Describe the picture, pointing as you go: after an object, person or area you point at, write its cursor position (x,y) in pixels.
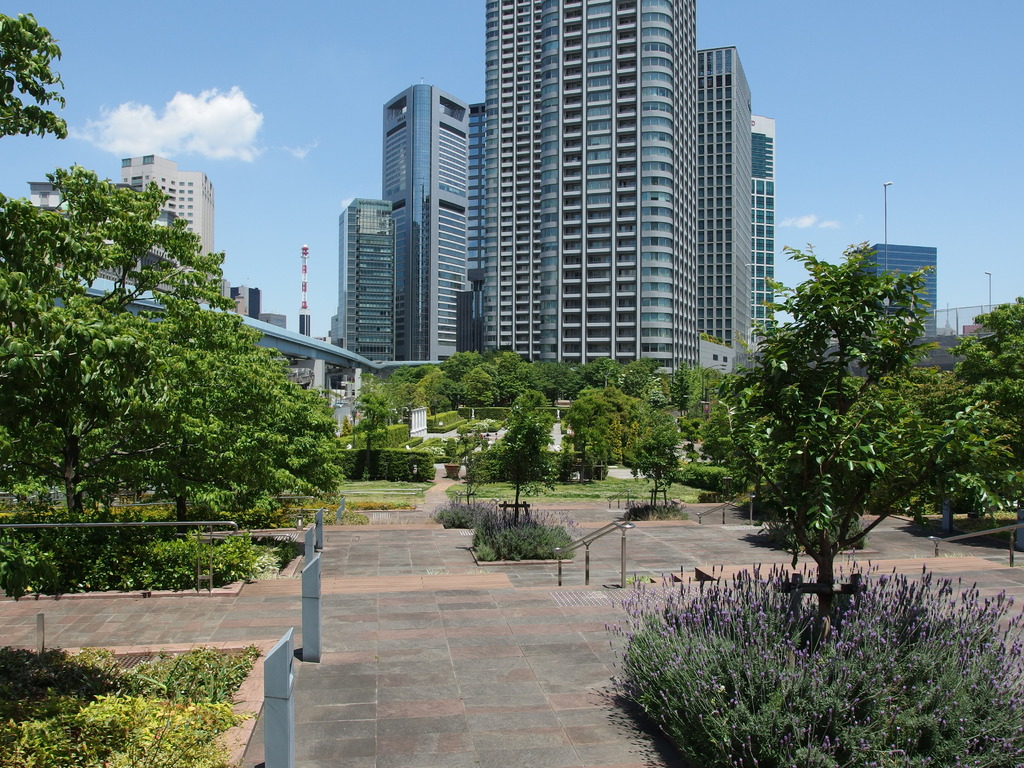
In this picture I can see many buildings (429,140), trees (959,390), plants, poles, fencing (971,334) and grass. On the left (340,362) I can see the bridge (437,363). In the background (305,285) I can see the tower (305,269) and poles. In the top (391,23) I can see the sky (299,44) and clouds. In the center (461,480) I can see the park (480,624).
